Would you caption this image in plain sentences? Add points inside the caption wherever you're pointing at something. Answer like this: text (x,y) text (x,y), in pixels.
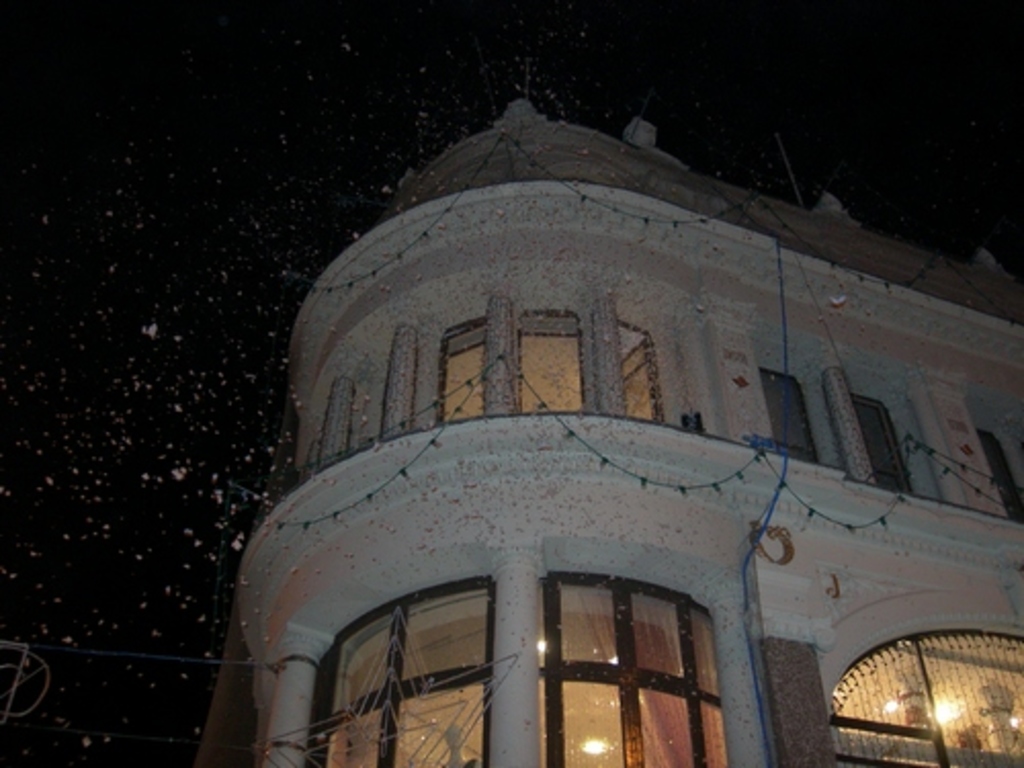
In the picture we can see the building (672,761) with windows (680,753) and glasses (708,740) to it and beside the building (343,597) we can see the sky (116,343).
